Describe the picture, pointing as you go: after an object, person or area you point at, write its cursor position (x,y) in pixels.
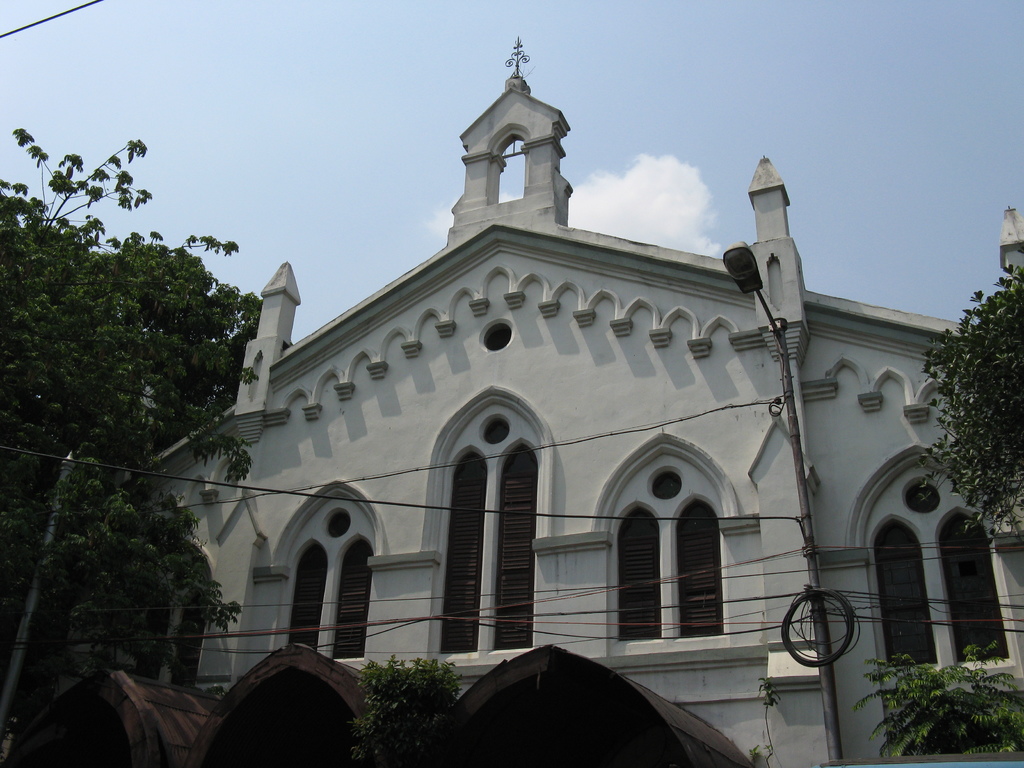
Here we can see a building (697,470), street light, windows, trees (156,299), cables (629,638) and clouds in the sky (473,103).
